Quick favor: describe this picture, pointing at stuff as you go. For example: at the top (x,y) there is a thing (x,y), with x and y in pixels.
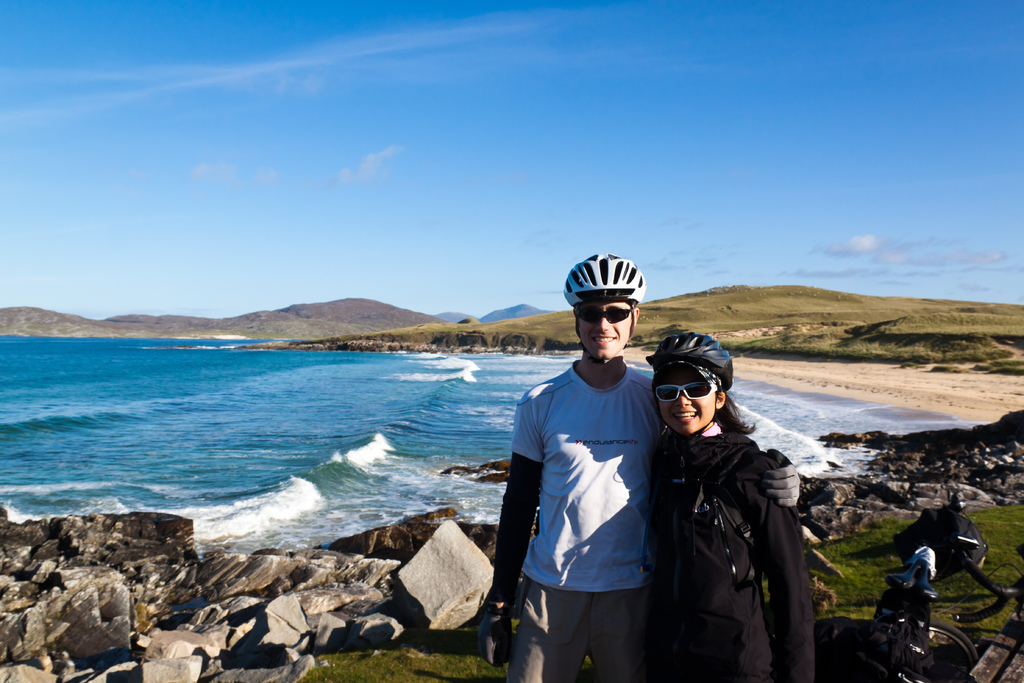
In the picture I can a man (633,496) and a woman (706,560) are standing together and smiling. These people (619,471) are wearing helmets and shades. In the background (427,451) I can see rocks (349,599), the water (399,389), hills (491,340) and the sky (448,160). On the right side of the image (969,676) I can see a bicycle (937,632) and some other objects (944,535).
